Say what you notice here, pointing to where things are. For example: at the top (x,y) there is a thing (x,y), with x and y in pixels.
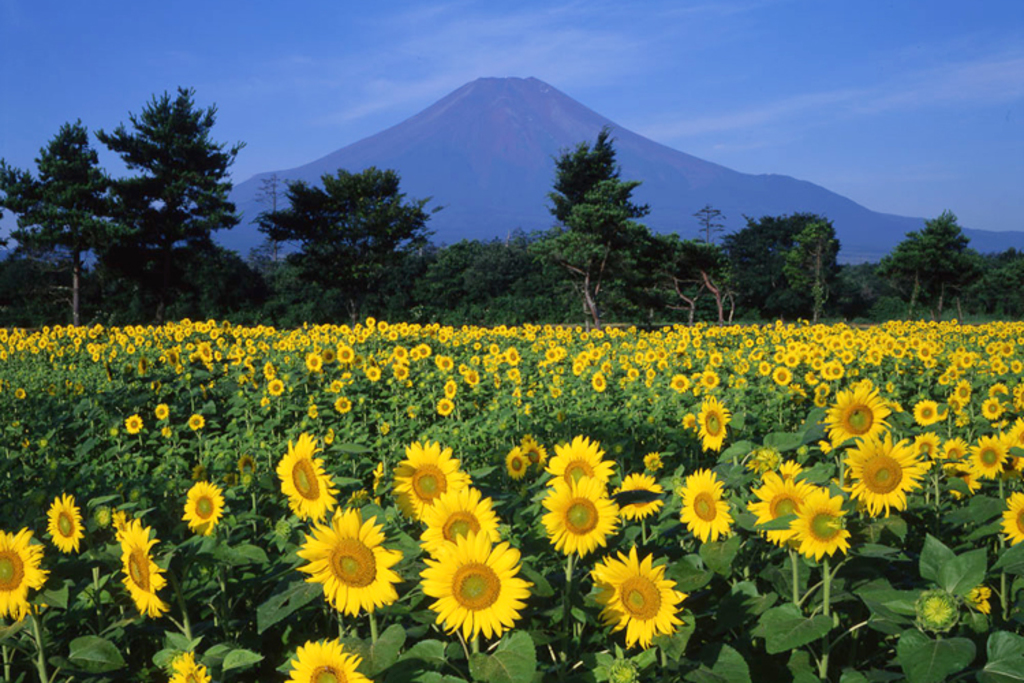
In this image, I can see the trees (233,288) and sunflower plants (435,511). In the background (416,192), there is a hill (485,128) and the sky (742,89).
